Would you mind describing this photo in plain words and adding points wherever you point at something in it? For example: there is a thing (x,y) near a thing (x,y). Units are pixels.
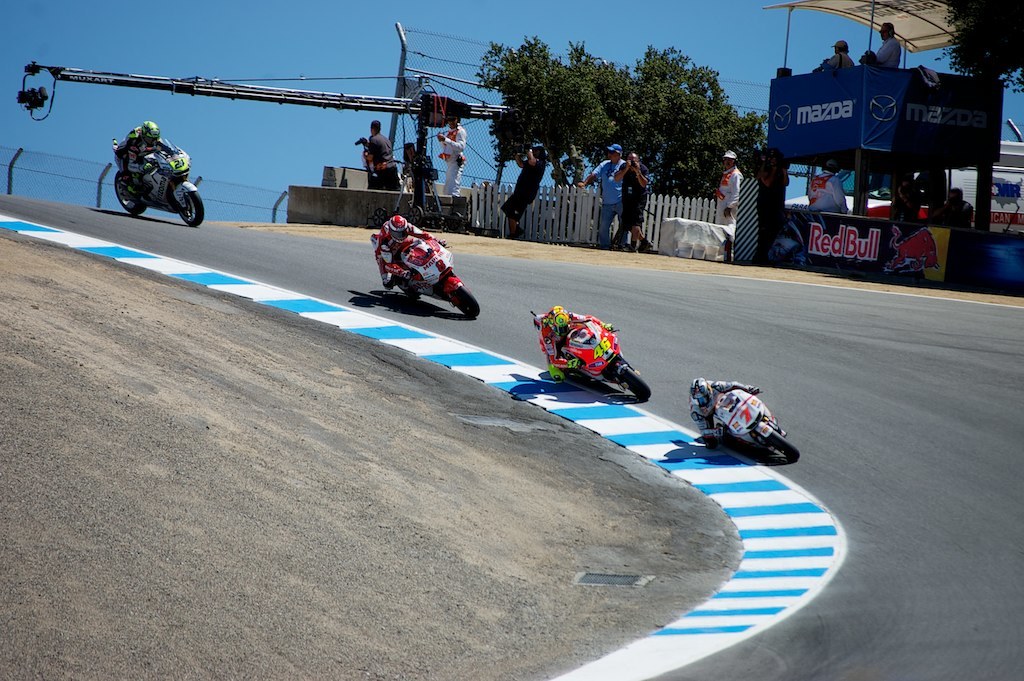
In this picture there are people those who are riding the bikes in the center of the image (411,231) and there is a boundary (1014,254) and people (618,152) as audience (455,146) at the top side of the image (781,181).
